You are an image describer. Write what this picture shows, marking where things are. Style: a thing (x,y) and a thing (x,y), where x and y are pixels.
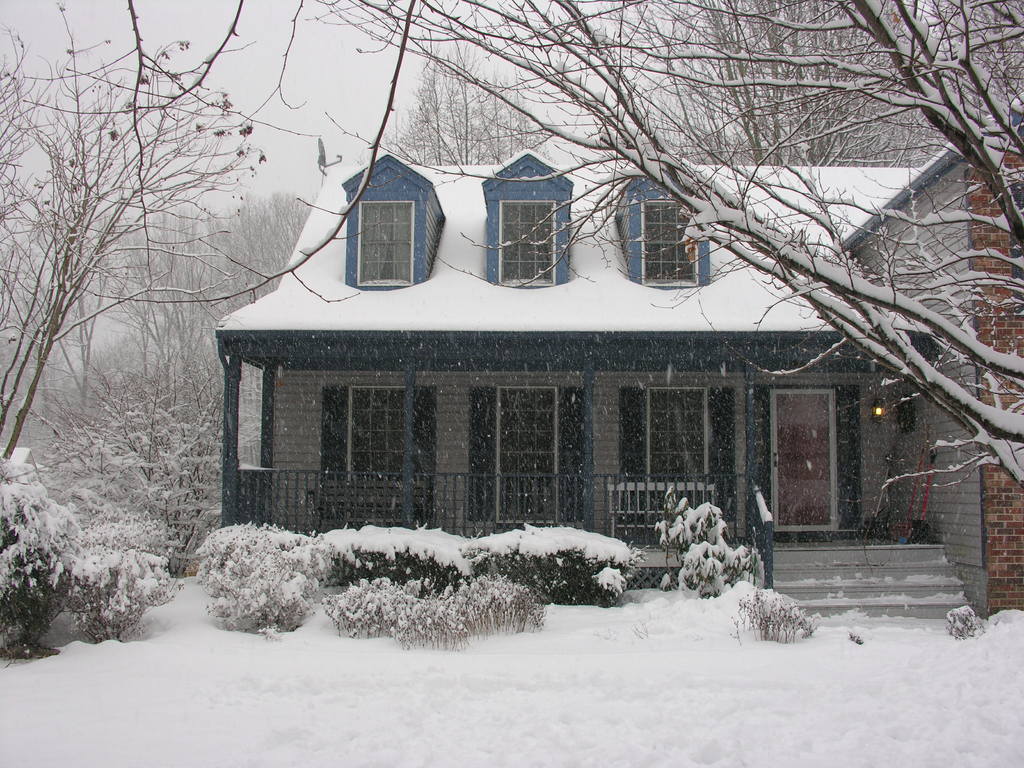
In this image there is a house (407,426), railing (581,484), snow (560,692), plants (477,549), trees (51,182), sky (22,181) and objects (934,455).
